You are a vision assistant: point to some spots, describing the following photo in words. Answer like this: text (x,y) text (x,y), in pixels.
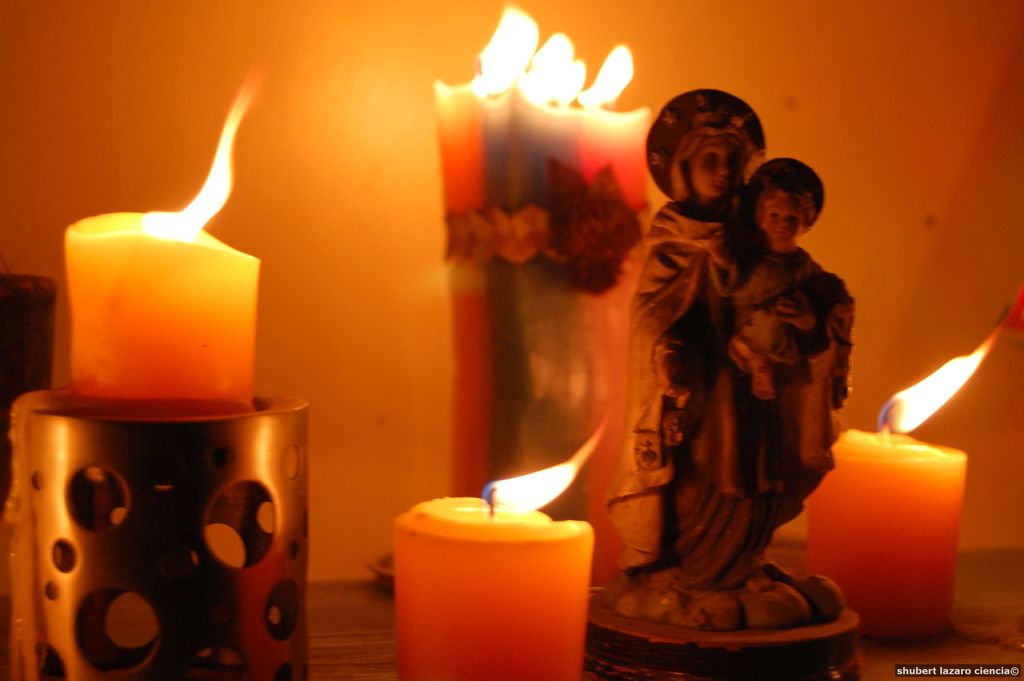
In this image in the foreground (728,354) there is one statue (722,398) and there are some candles (241,345), in the background (204,89) there is a wall (765,103). At the bottom (900,654) there is floor (985,581).
